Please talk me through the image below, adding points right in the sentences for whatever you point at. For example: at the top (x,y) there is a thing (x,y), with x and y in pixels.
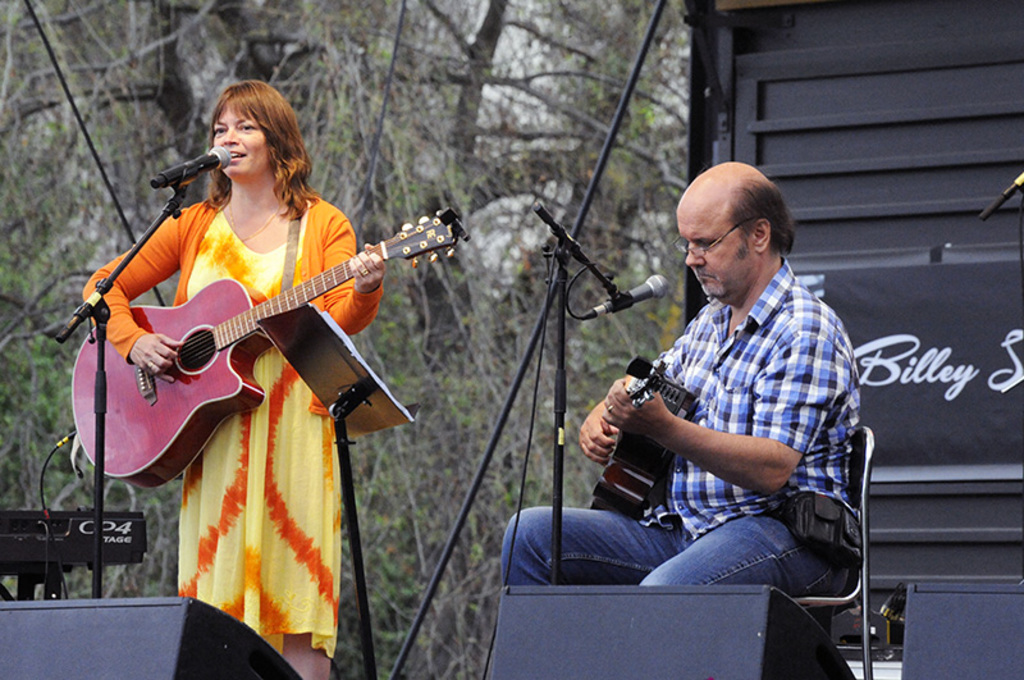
This picture describes about two people (789,287), in the left side of the given image a woman (238,157) is singing and playing guitar (197,314) in front of the microphone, in the right side of the given image a man (686,434) is seated on the chair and he is playing guitar (639,392) in front of the microphone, in the background (575,147) we can find couple of trees (461,97) and musical instruments (62,547).
